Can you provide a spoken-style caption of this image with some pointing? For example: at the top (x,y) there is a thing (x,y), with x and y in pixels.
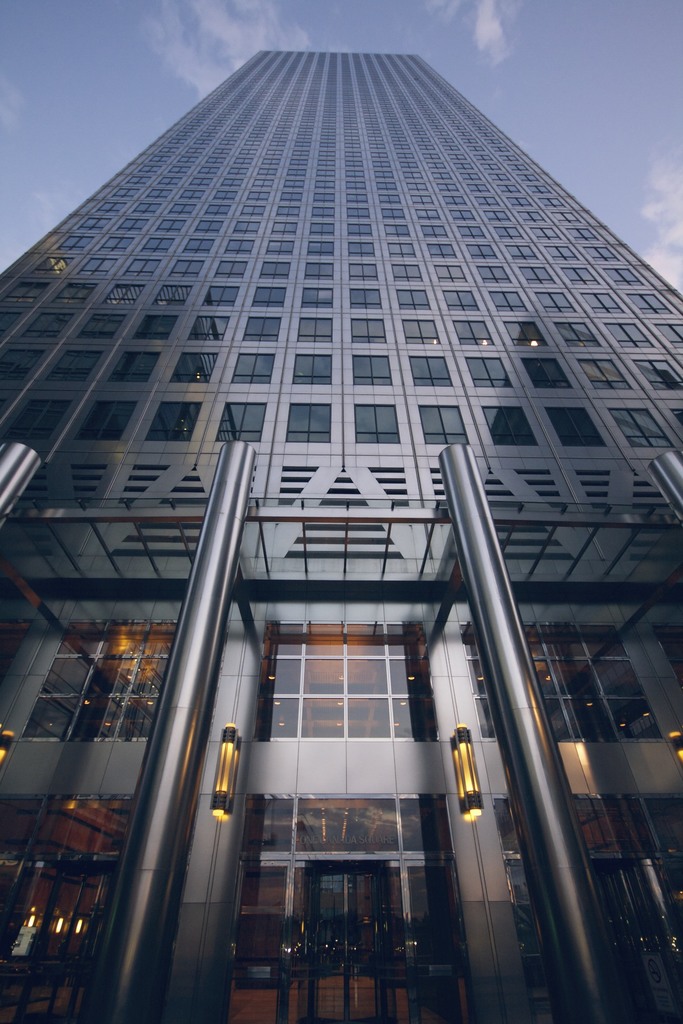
In this image we can see a building (434,794) with glass windows (316,225) and doors (444,943) and there are some lights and at the top (616,110) we can see the sky (618,119).
